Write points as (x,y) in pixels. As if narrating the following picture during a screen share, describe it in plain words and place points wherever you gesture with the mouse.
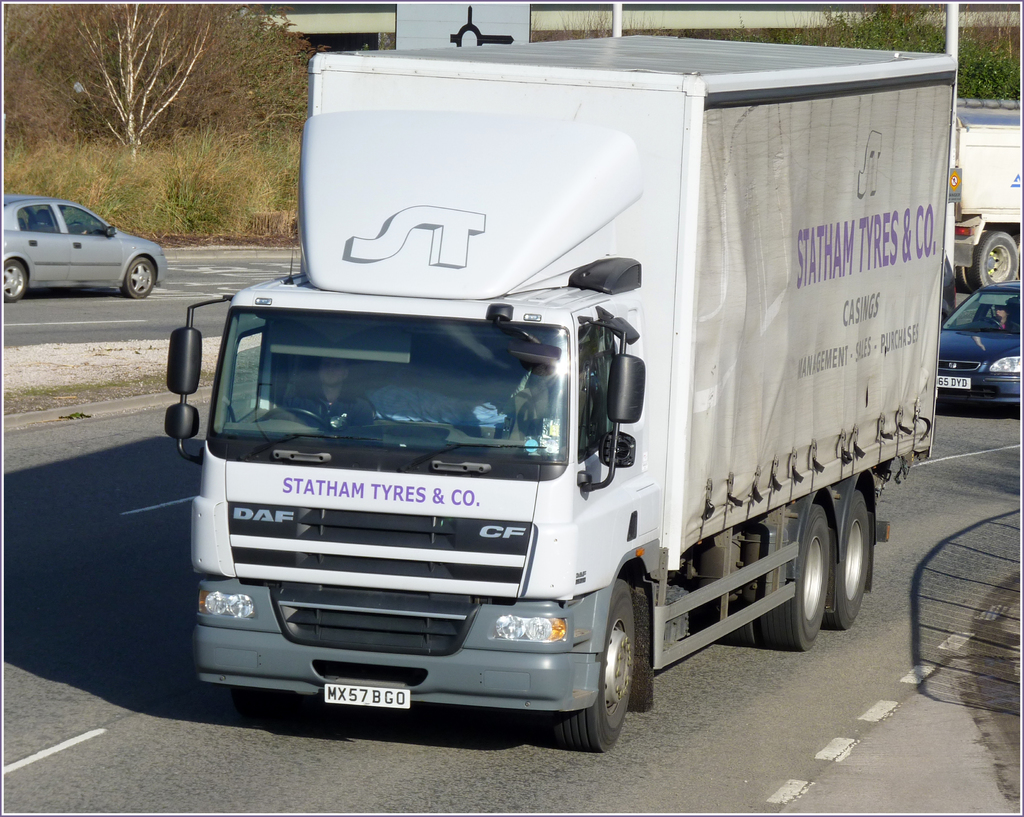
In the image we can see some vehicles (458,136) on the road (1015,583). Behind the vehicles (473,195) there are some trees (171,94) and poles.
